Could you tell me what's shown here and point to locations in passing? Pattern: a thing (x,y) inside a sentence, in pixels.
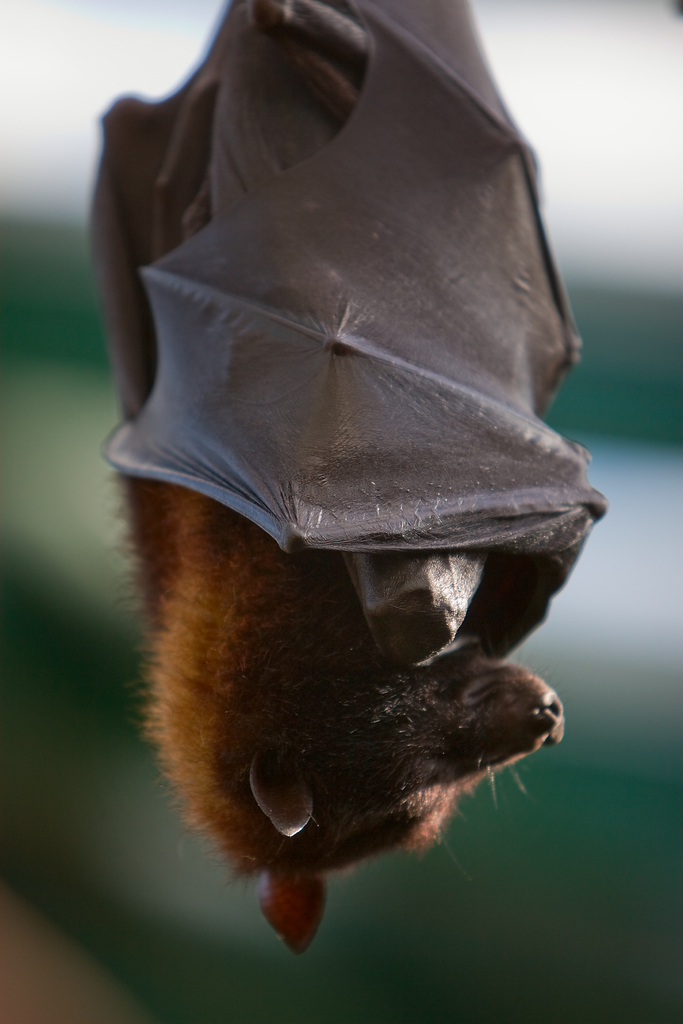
This is a macro photography of a bat (319,463) hanging upside down.
